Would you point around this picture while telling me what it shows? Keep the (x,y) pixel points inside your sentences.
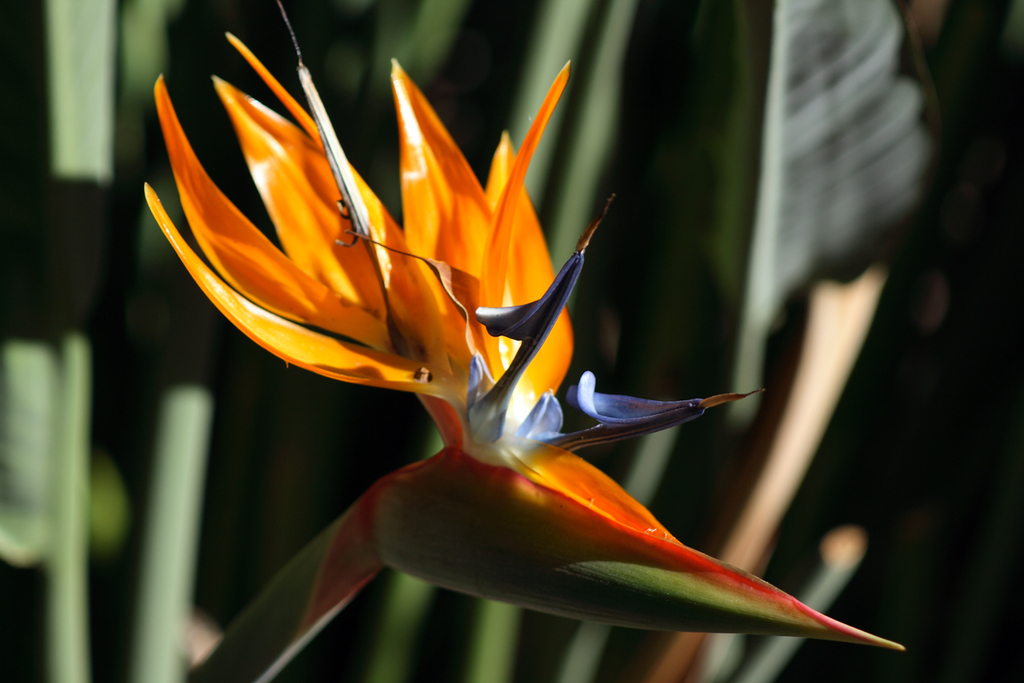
In the image we can see a flower (336,255), orange, purple and white in color. This is a stem (271,661) of the flower (310,277) and the background (665,358) is blurred.
